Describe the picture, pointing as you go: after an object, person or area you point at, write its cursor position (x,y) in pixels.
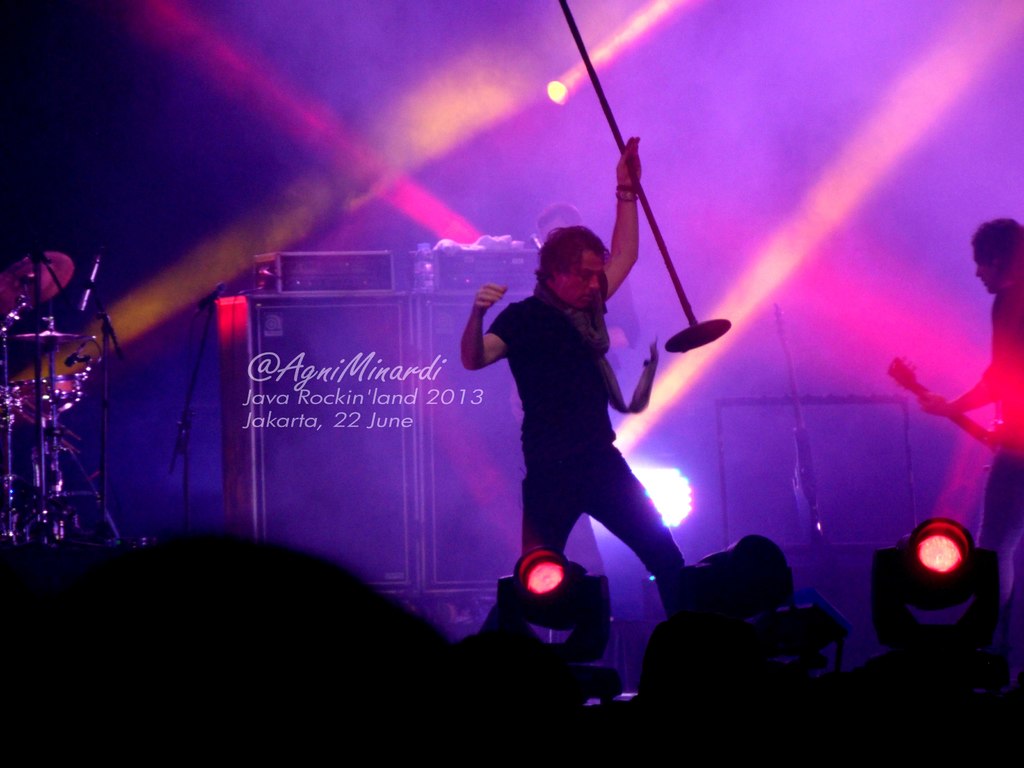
This is the man (577,410) standing and holding an object (682,297) in his hand (619,174). These are the show lights (954,626). On the right side of the image (1002,276), I can see a person (1004,357) holding a guitar (944,414). I think these are the speakers (419,300) and the electronic devices (390,283). On the left side of the image (70,375), this looks like the drums (54,380) and the mics (100,261) with the mike stands (116,337). I can see the watermark (346,392) on the image.
